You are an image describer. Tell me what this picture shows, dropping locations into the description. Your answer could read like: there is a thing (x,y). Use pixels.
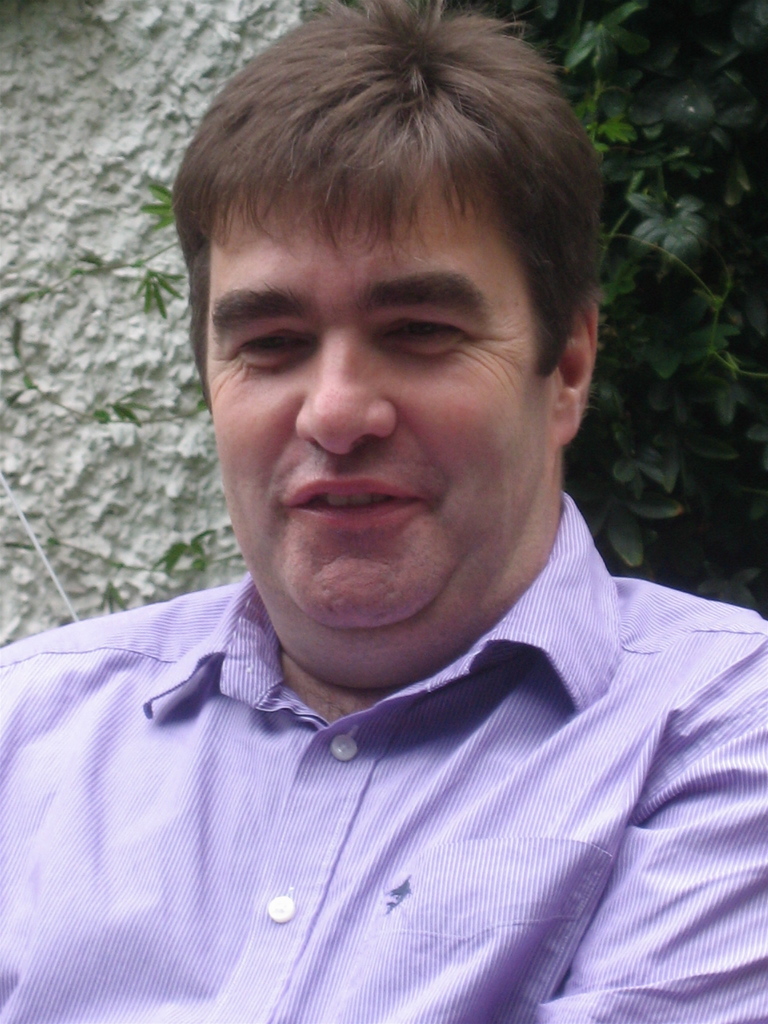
In this image we can see a person (475,645) and in the background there are trees (671,557) and a wall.
